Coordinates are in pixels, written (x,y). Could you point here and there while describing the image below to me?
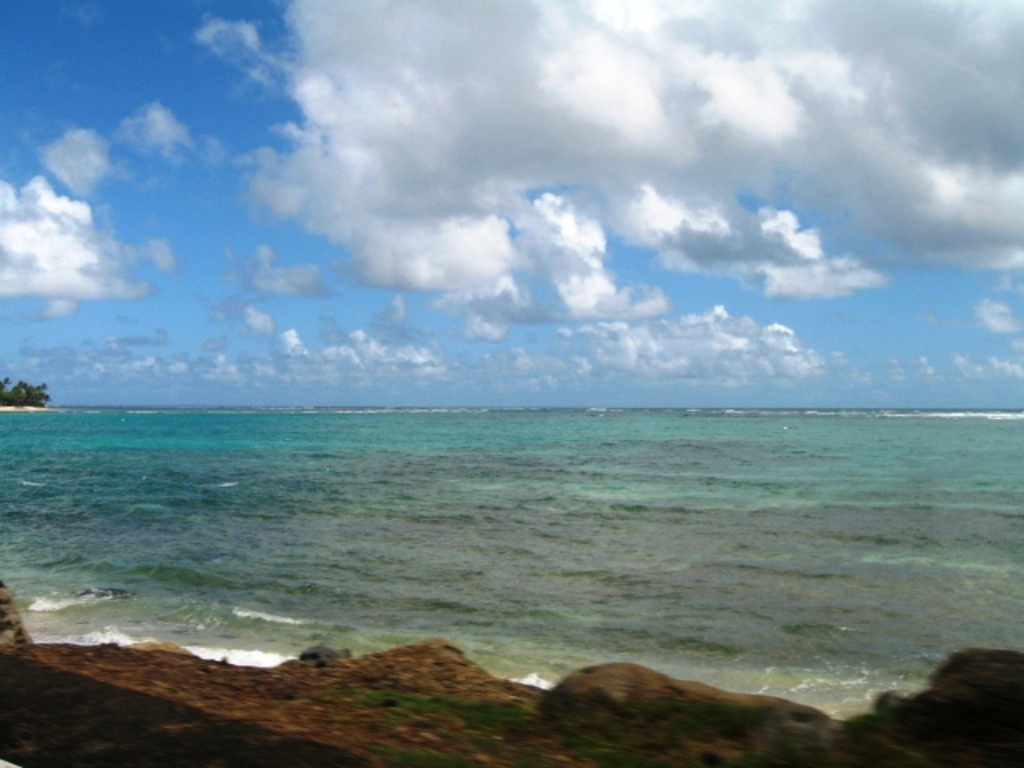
In this image I can see water (252,598), clouds (448,16) and the sky (311,313) in background (515,275). I can also see few trees (16,391) over there.
